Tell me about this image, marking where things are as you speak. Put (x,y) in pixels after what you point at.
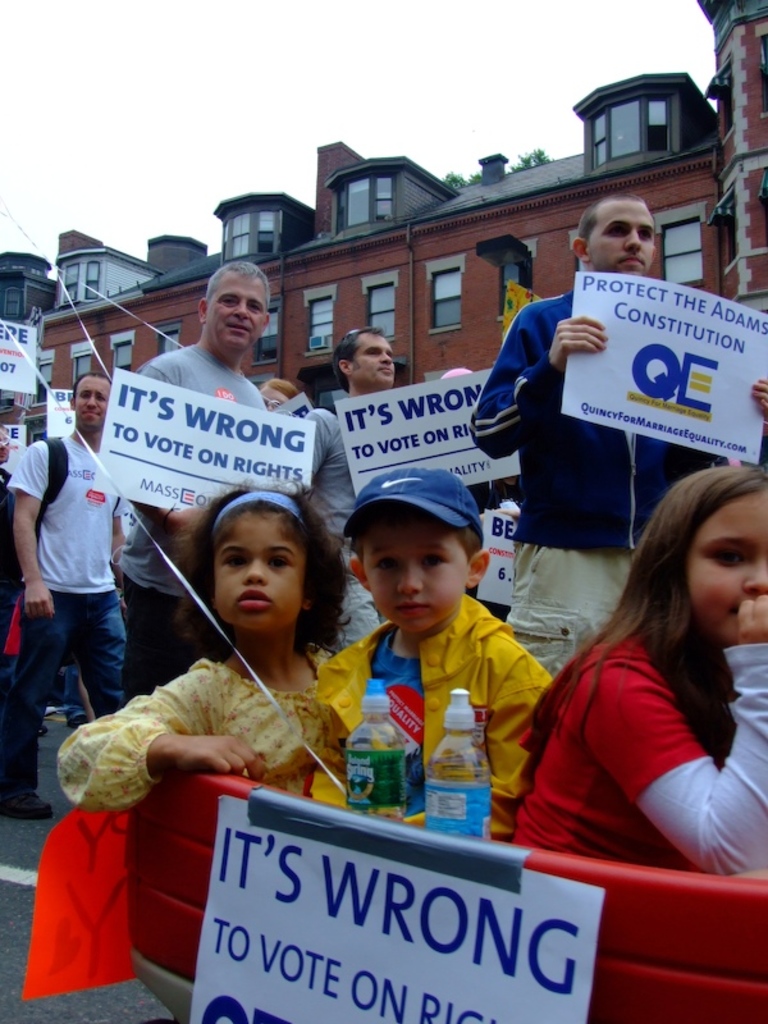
In this image I can see there are group of people (316,510) who are holding boards (426,428) in their hands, behind them we have a building (388,254) and sky (305,101).
